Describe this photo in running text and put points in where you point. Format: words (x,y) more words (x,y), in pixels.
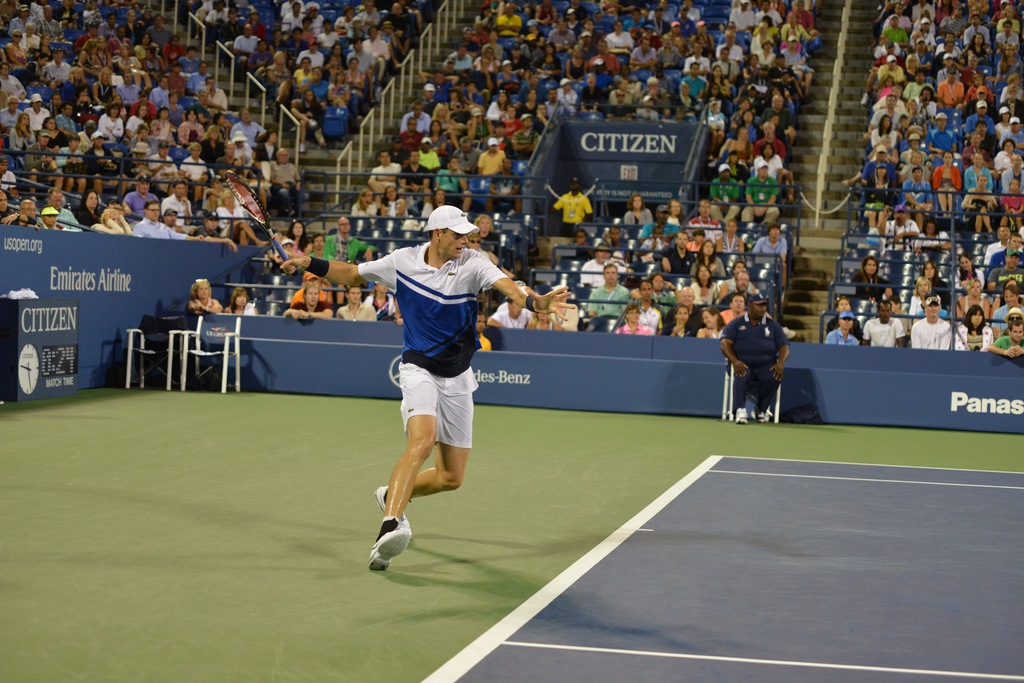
This image is clicked in an auditorium (627,398), where there is tennis game going on. A person (440,347) is playing tennis game. in this image he is holding racket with his hand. So many people (290,178) they are sitting in auditorium (466,127) and watching this match. A person (730,353) in middle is sitting in chair (733,404).
